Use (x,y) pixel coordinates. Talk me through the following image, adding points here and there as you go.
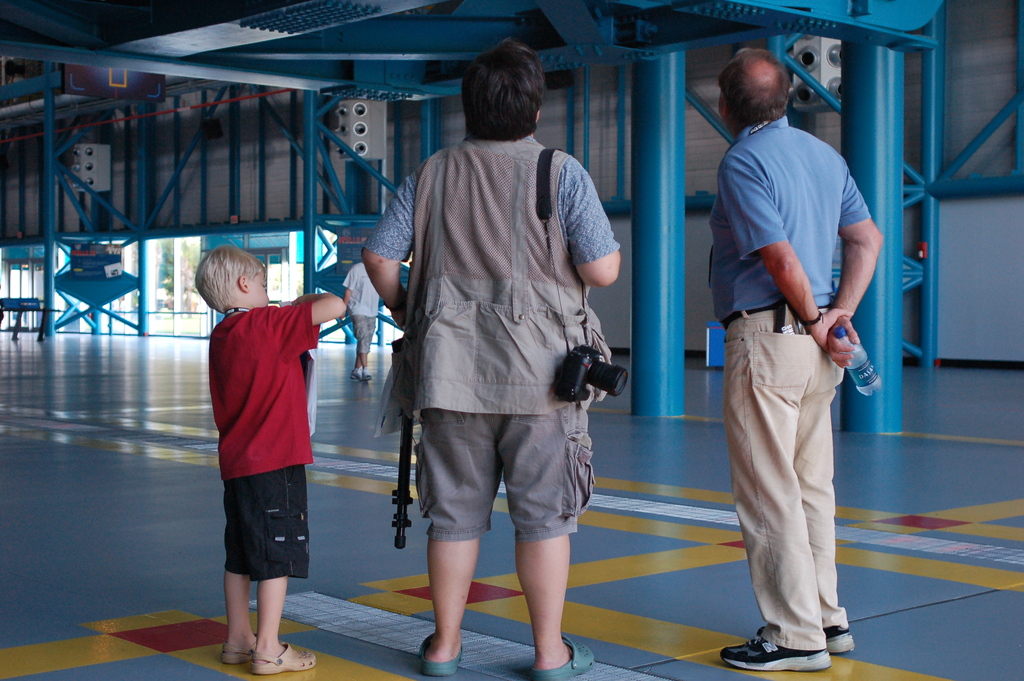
In this picture I can see there is a woman (479,139), a boy (292,462) and a man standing and they have a camera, there is a blue color poles (666,88) and there is a door (162,305) at the left side (179,276) backdrop (157,291).
